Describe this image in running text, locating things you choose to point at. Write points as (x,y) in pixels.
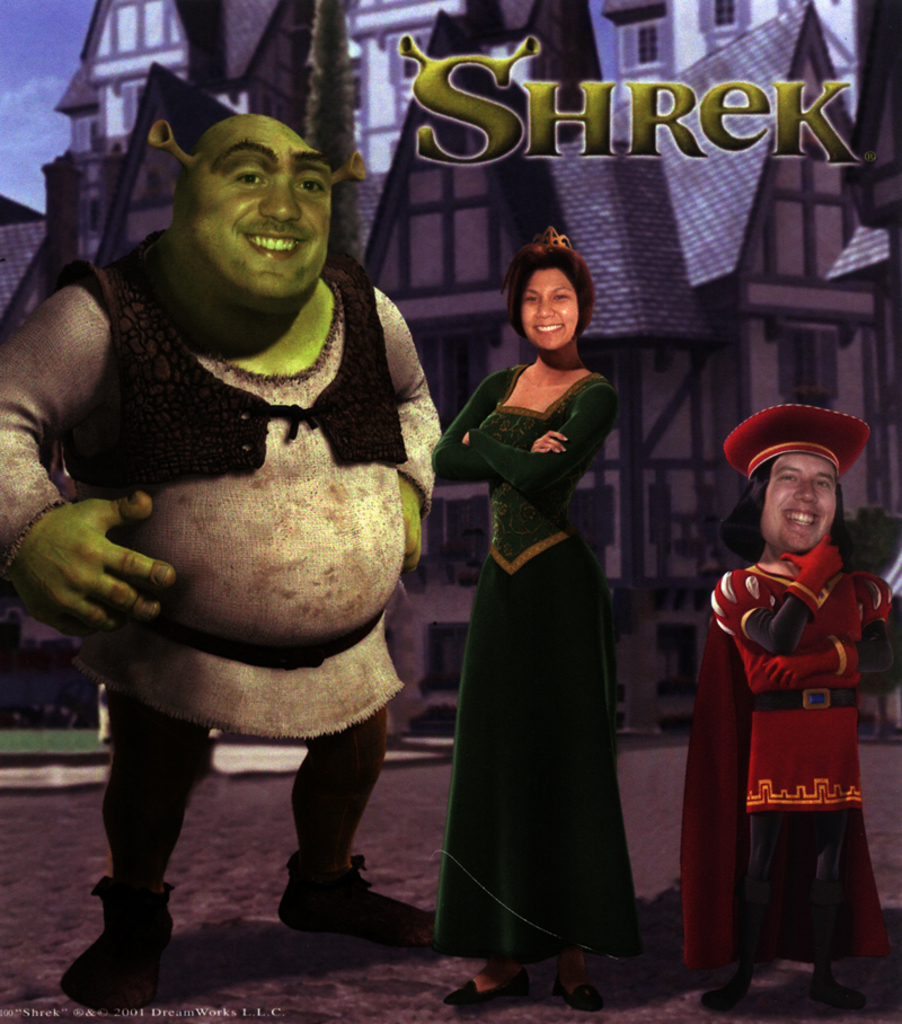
In this animated picture there are two persons (119,517) and a woman (466,901) are standing on the road (184,890). Behind there is a building (454,554). Woman (520,764) is wearing a green dress (520,764). Right side person (801,692) is wearing a cap (802,431) and gloves (808,582).
